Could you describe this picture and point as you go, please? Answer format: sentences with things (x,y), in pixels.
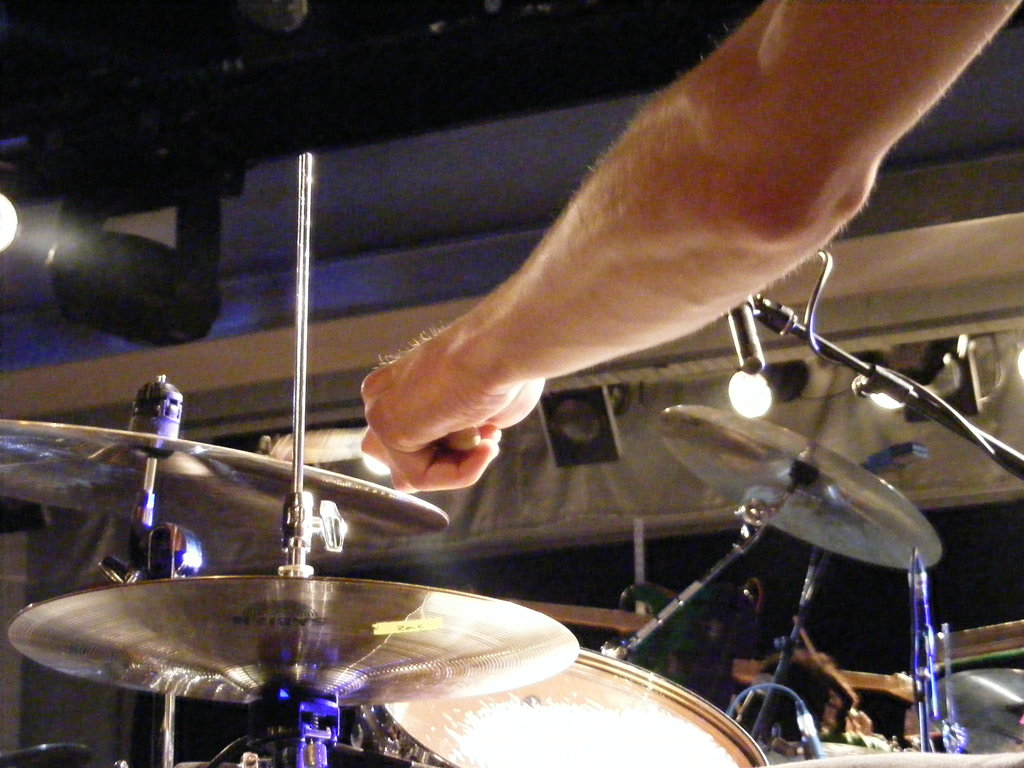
In this picture there is a drum set (143,640) in the center of the image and there is a hand (784,103) in the top right side of the image (825,145), there is a spotlight (76,246) on the left side of the image (139,282).
